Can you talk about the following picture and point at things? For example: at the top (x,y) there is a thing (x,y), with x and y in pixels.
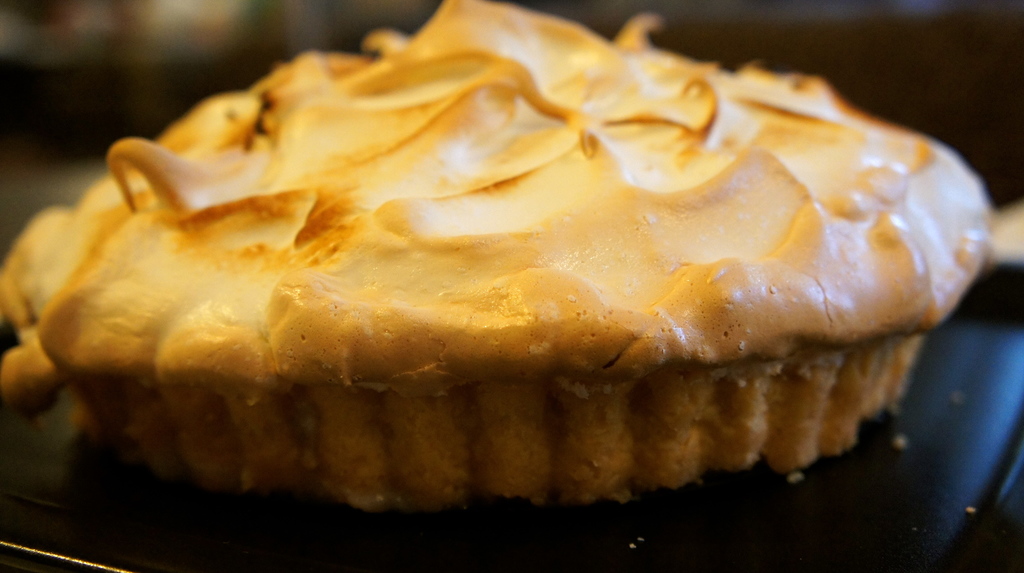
In this picture I can see the cake (330,284) which is kept on the black plate (860,499). In the background (32,13) I can see the blur image.
